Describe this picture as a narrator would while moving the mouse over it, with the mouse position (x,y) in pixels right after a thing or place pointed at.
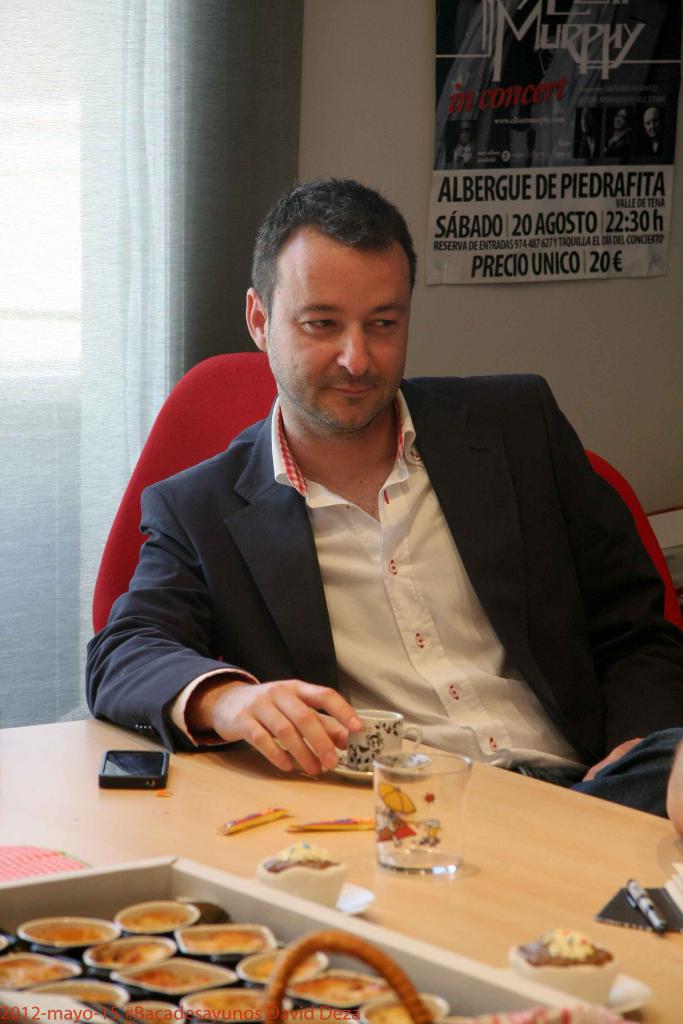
This is the picture of a room (286,633). In this image there is a person (441,595) sitting and holding the cup (390,721). There is a glass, cell phone (131,757), pen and there are cups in the box (391,930) and there are cups (566,984) on the table (497,906). At the back (619,47) there is a poster (475,169) on the wall (574,381), In the poster (565,135) there are some persons (650,154) and there is a text (581,96). At the back (28,28) there is a curtain (74,542).
